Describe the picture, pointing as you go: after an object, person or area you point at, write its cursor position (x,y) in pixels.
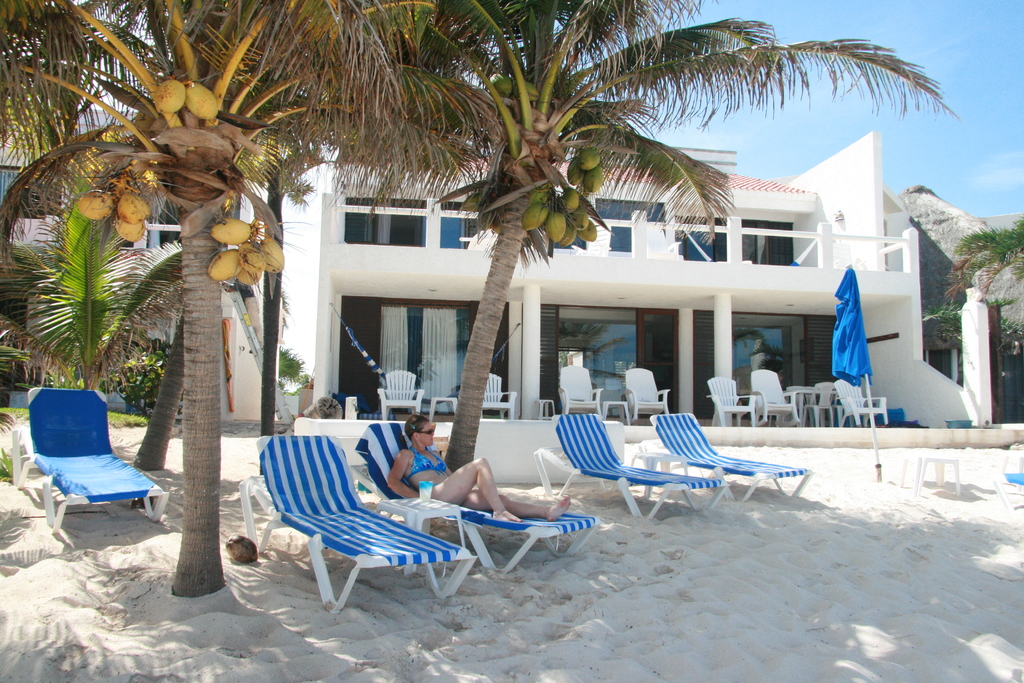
In this image it seems like it is a beach (806,576). There are so many chairs (667,437) in the beach (538,486). In the background (712,279) there is a building (649,287). In front of the building (608,363) there are chairs (718,392). On the beach (629,587) there is a person (445,468) sitting on the chair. On the left side (219,353) there are so many coconut trees (196,325). At the bottom (812,639) there is sand (936,628). At the top (959,99) there is sky (966,96).
